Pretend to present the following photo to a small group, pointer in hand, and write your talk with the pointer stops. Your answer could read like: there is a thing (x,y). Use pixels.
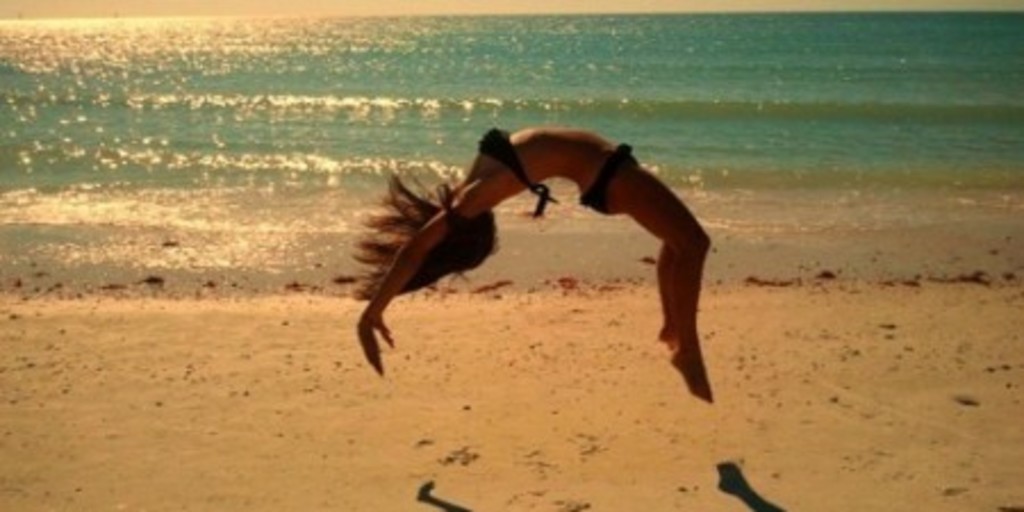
In this image, we can see a lady (491,207) doing gymnastics and at the bottom (258,374), there is water (262,240) and sand (253,399).
